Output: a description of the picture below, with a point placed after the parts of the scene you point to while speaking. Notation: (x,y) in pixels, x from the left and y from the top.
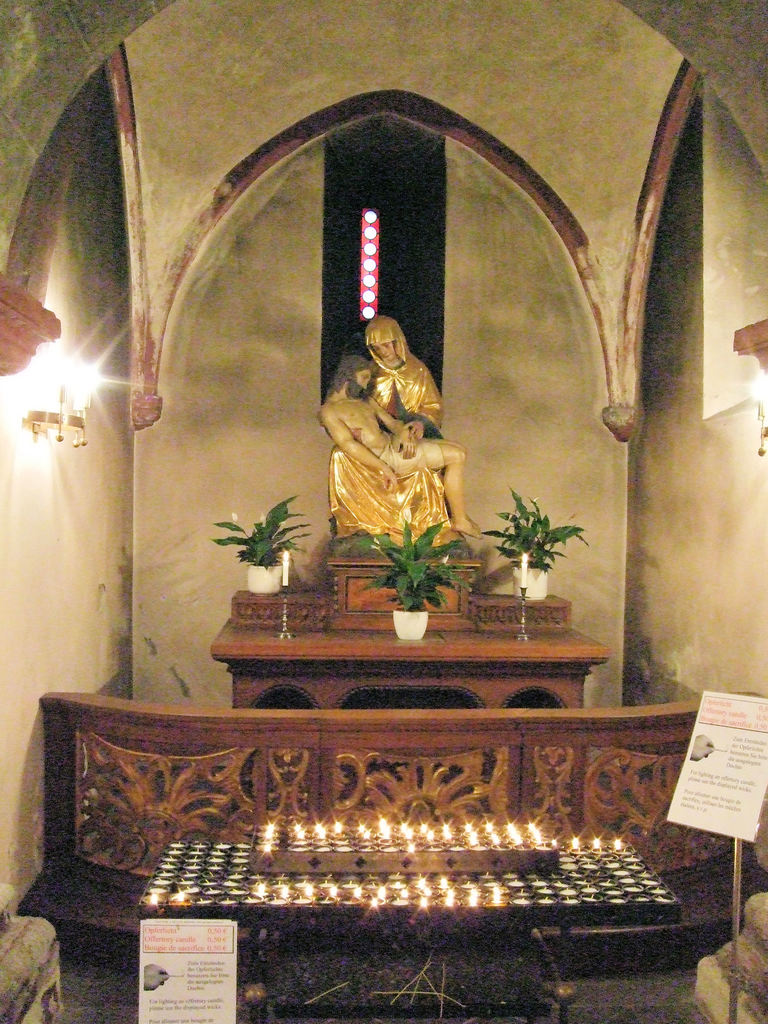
In this image we can see a statue (420,427) placed on a cupboard (263,614) on which two candles (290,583) and group of plants (391,553) are placed. In the background (105,663) we can see lights (67,414) placed on the walls (130,383).
